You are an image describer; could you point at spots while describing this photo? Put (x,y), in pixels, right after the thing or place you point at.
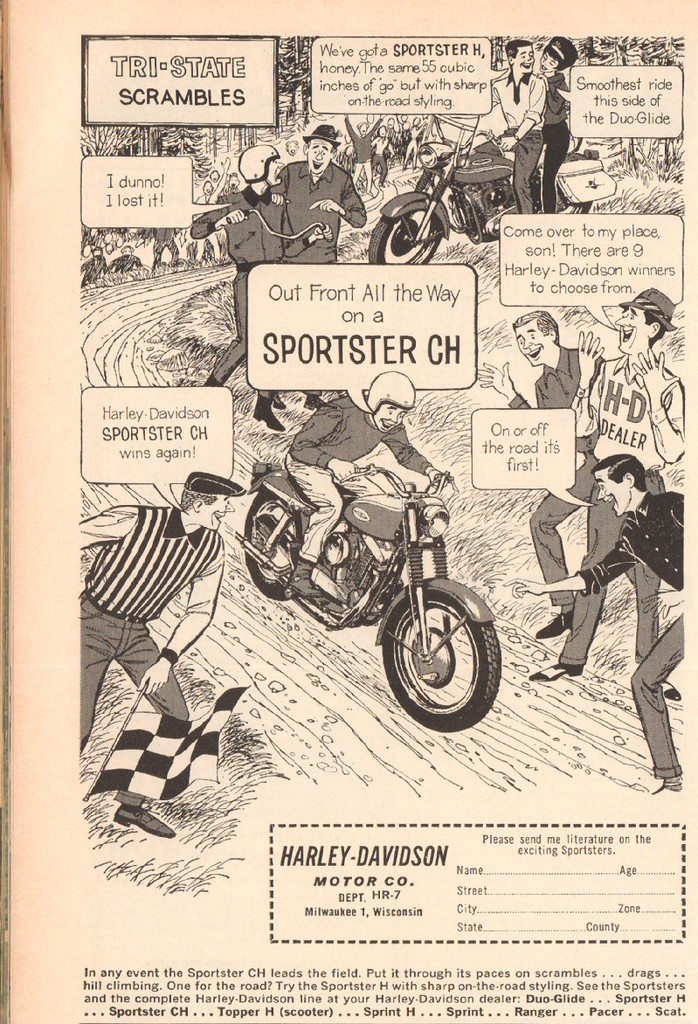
In the image we can see a paper (25,418), in the paper (433,932) we can see some text (217,61) and few people (512,110) are standing and few people (518,129) are riding motorcycles (491,134).
